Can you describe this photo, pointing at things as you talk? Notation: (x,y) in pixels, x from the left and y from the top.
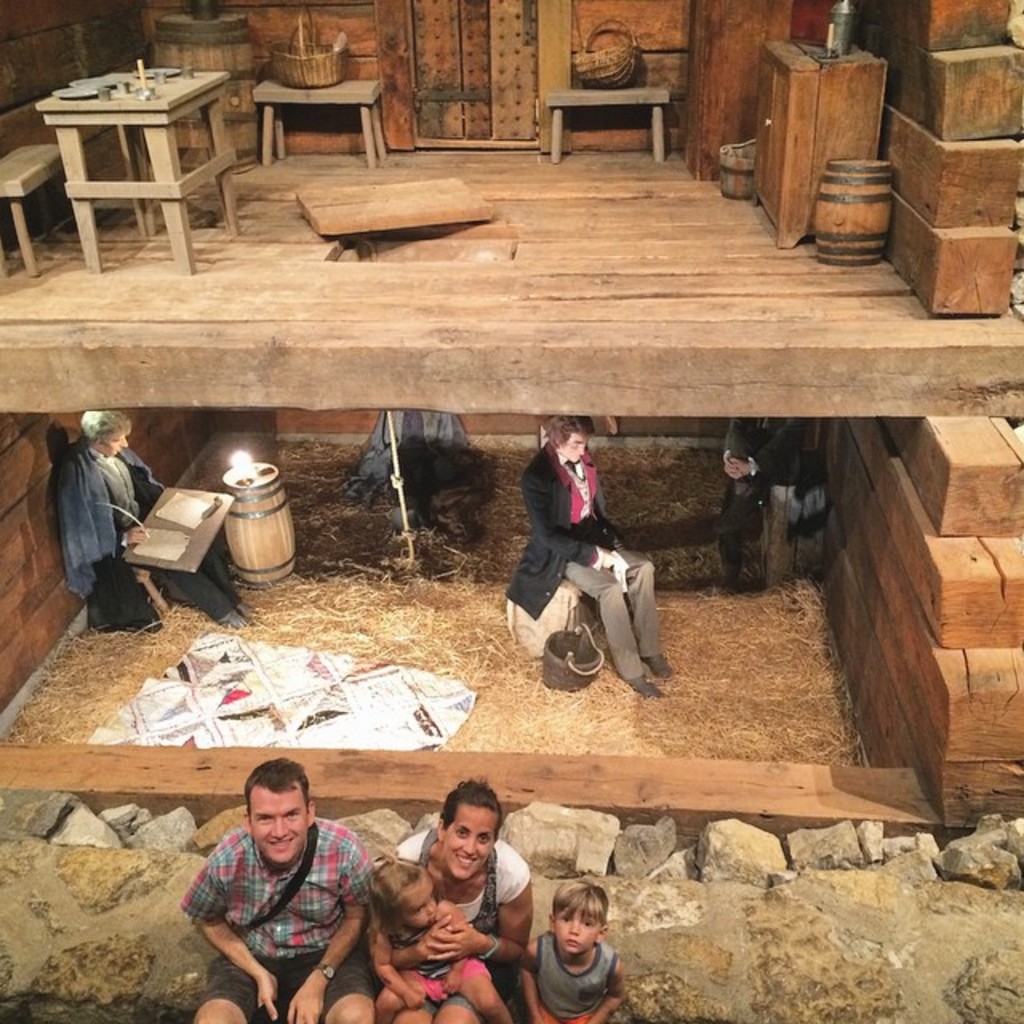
In this image in the front (512,974) there are persons (380,971) sitting and smiling. In the background (315,499) there are statues (536,507), there is dry grass (488,713) and on the top (217,148) there are tables (222,196) and on the tables (165,103) there are objects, there is a cupboard (802,122) and on the left side (32,178) there is an empty bench (35,177).
